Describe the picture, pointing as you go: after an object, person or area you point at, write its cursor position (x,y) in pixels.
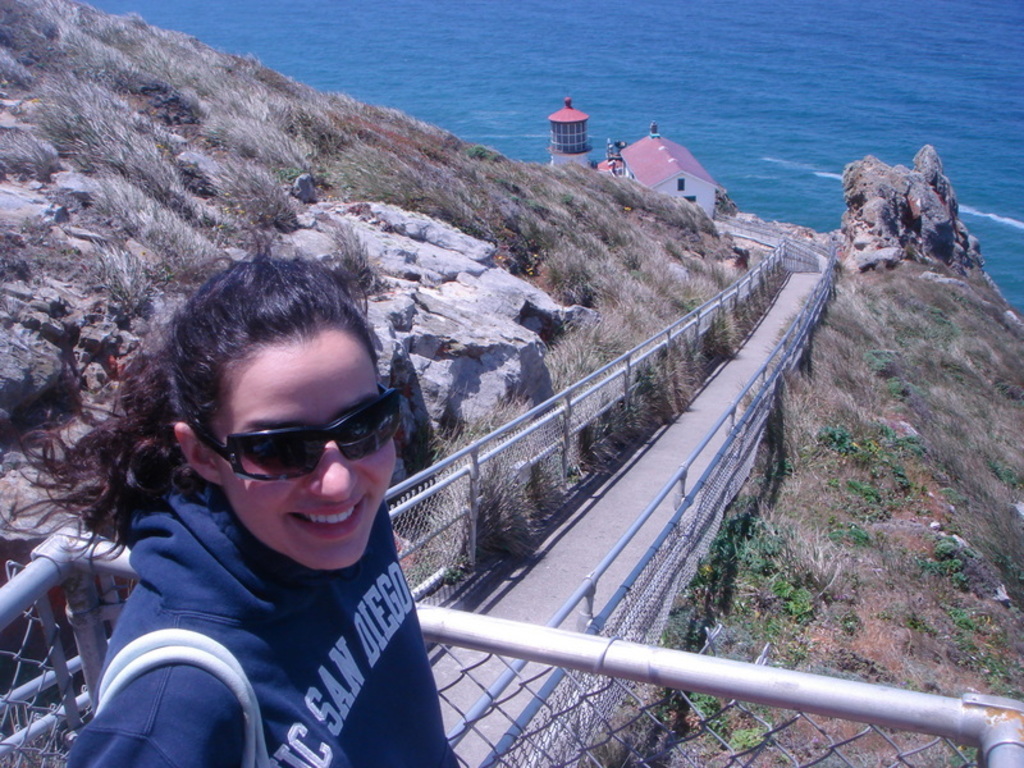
In the image we can see a woman (296,625) wearing clothes (255,600), goggles (275,460) and she is smiling. Here we can see the mesh (698,740), path (628,557), grass (847,536) and hills (423,205). Here we can see the lighthouse (559,127) and the sea (733,89).
